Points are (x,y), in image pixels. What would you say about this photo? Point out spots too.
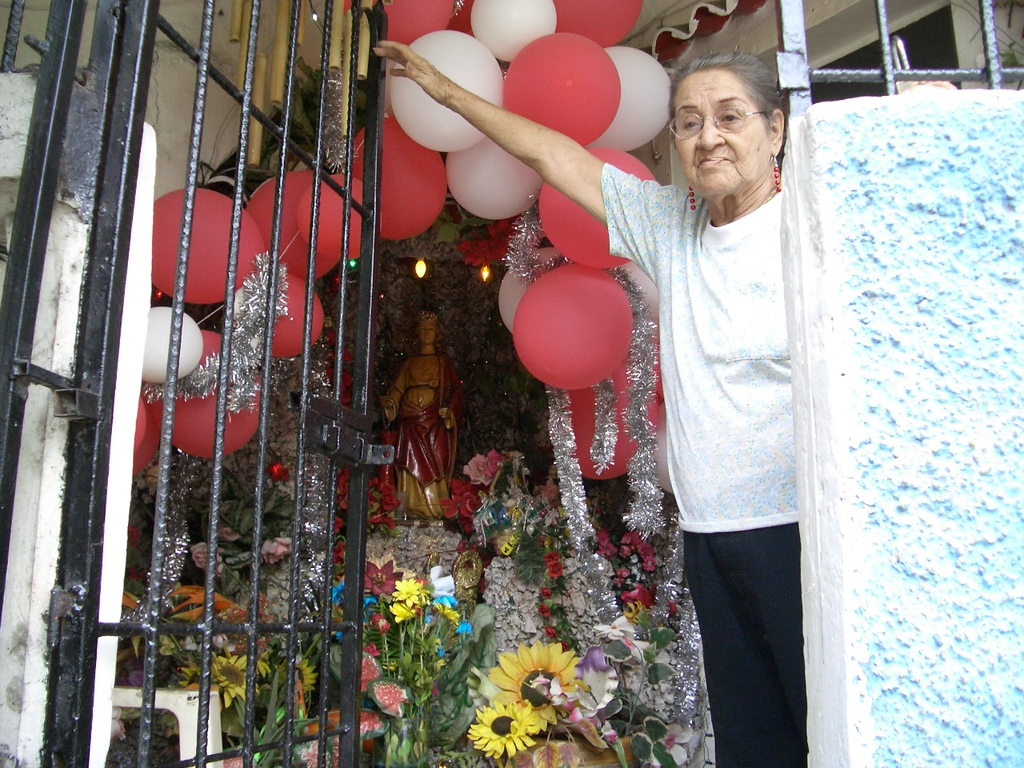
In the front of the image (327,472) I can see a grille (316,630), rods (280,213), woman (762,88) and wall (911,326). In the background of the image (587,31) there are balloons (408,177), flowers (469,625), statue (443,455), lights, decorative things (488,646) and objects (180,693).
